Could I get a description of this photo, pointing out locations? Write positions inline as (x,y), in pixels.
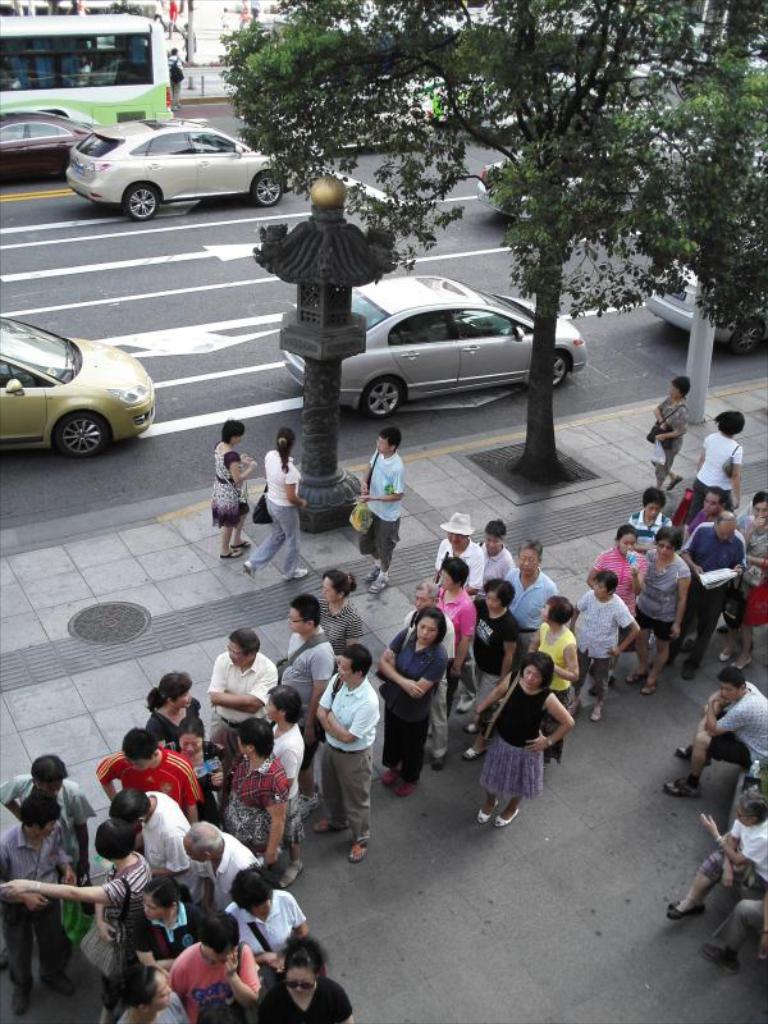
At the bottom of the image (303,902) there is a footpath (234,630). On the footpath (243,569) there are many people (293,693) standing in a queue (231,803). And also there are few people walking and few people (767,847) sitting. And on the footpath (445,488) there is a pole (317,514) and a tree (525,455). Beside the footpath (558,449) on the road (420,430) there are vehicles (242,167).
